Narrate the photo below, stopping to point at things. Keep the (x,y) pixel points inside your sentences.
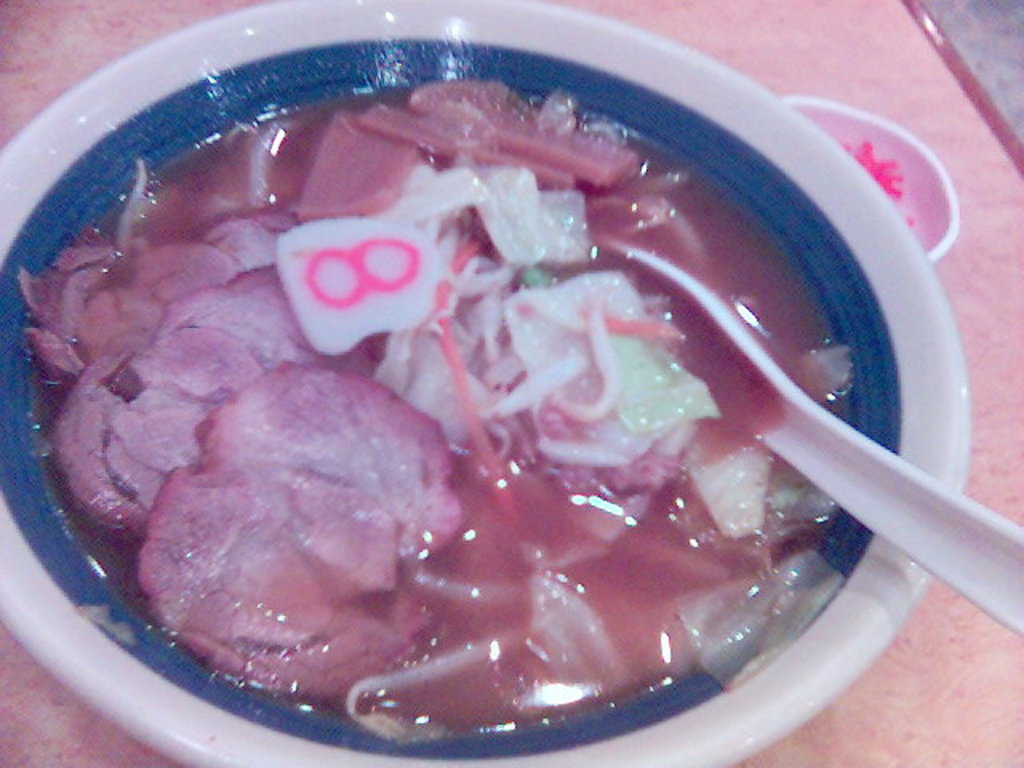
In this image I can see food (373,184) in the bowl (671,693). The bowl (671,693) is in white color, I can also see a spoon (821,446) in the bowl (712,729) which is in white color.
